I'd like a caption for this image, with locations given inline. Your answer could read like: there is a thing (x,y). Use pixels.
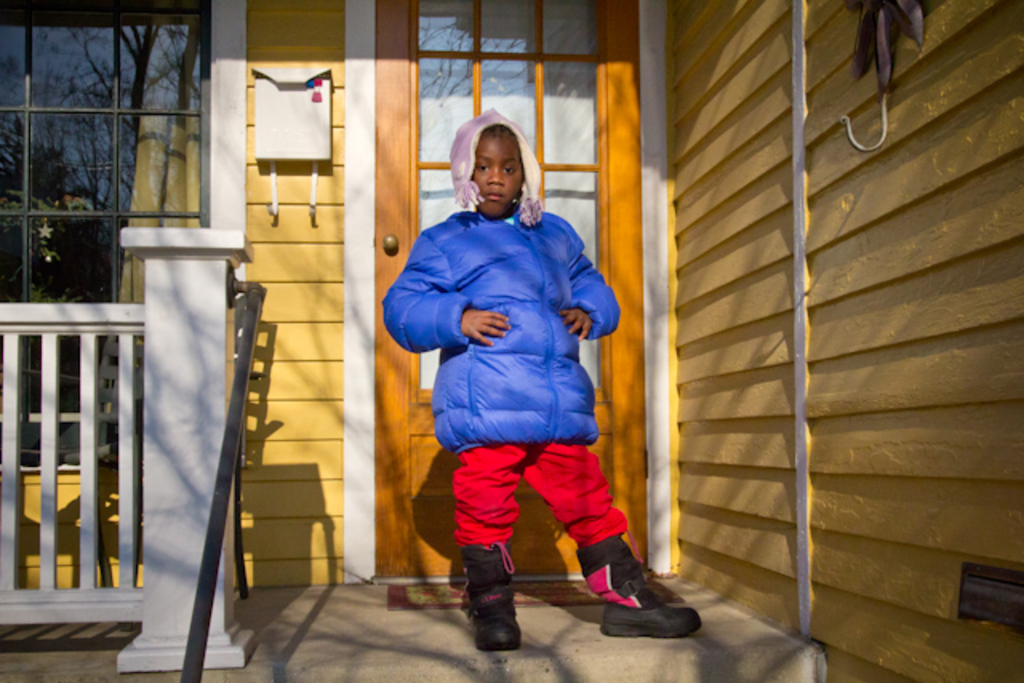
In this image there is a kid (628,573) standing on the floor (592,632) by wearing the blue color rain coat (505,314). Behind the kid (462,257) there is a door (433,89). On the left side (72,118) there is a glass window (89,135). At the bottom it looks like a staircase (206,547). In the middle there is a box (295,114) which is attached to the wall (275,50). On the right side (854,235) there is a wall (830,358).
